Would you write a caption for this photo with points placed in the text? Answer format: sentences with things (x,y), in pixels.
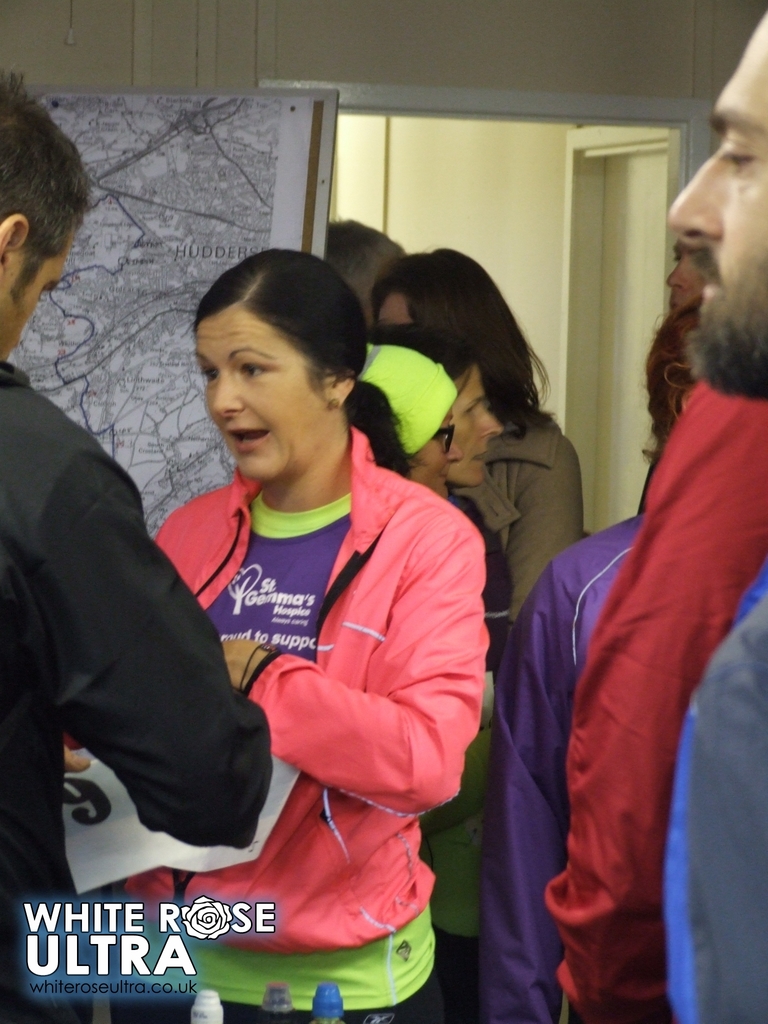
In this picture there is a woman (374,599) wearing a pink color jacket (365,579) standing and talking. Behind there is a group of girls (524,473) and a boys (640,573) standing and looking away. In the background (206,262) there is a black and white map chart (149,209) and a white wall (391,156).
